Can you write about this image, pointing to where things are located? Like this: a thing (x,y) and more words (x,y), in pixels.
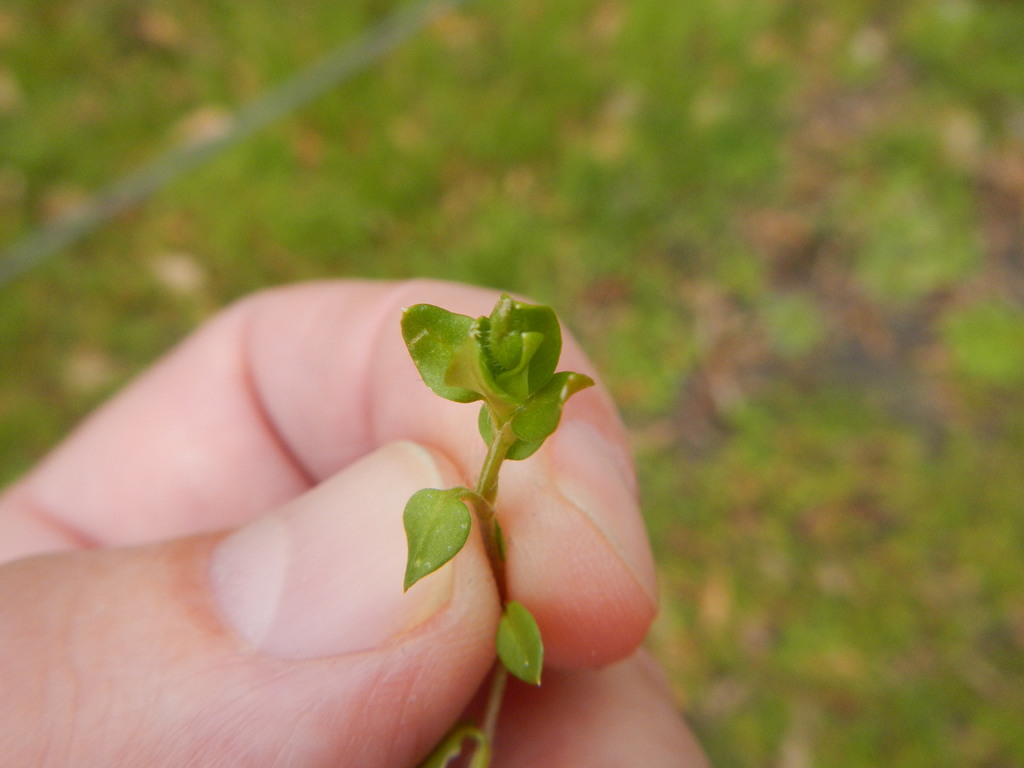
There is a human hand (472,558) holding a small plant (473,395) as we can see at the bottom of this image (423,640). It seems like a grassy land (703,395) in the background (455,197).
